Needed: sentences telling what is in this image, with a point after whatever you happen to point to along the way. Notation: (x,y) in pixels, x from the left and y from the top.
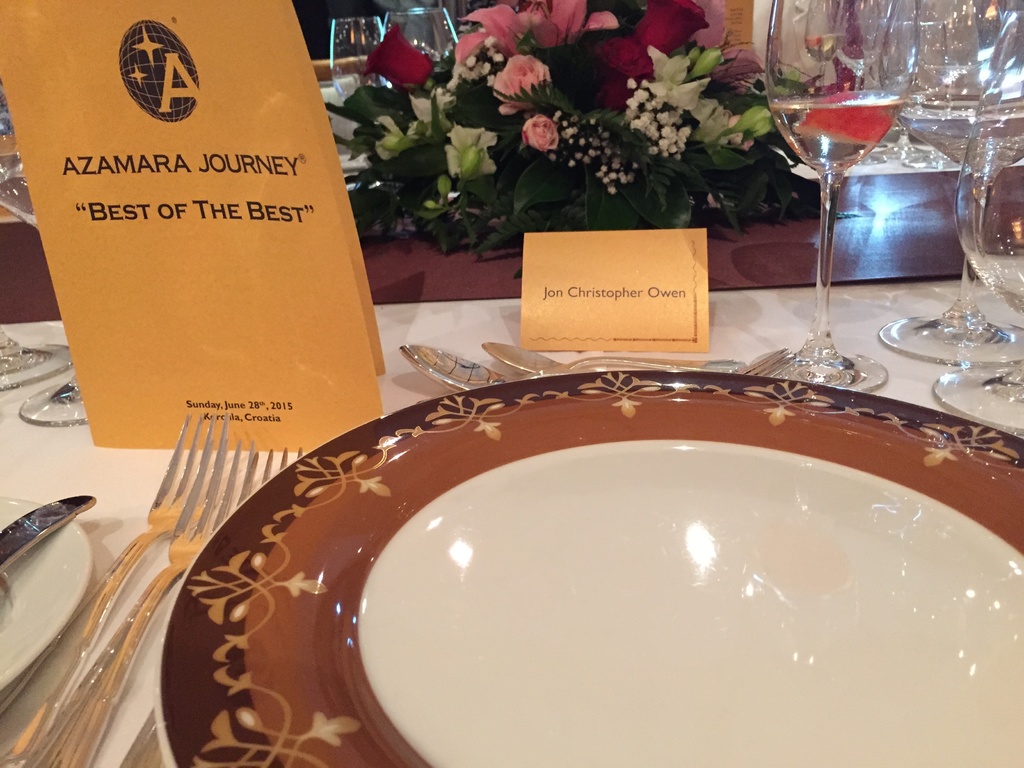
In this picture, it looks like a table (433,276) and on the table (433,276) there are plates (213,588), forks (169,559), spoons (542,369), knife (11,541), cards (537,272), drinking glasses (838,150) and a flower vase (532,135).
